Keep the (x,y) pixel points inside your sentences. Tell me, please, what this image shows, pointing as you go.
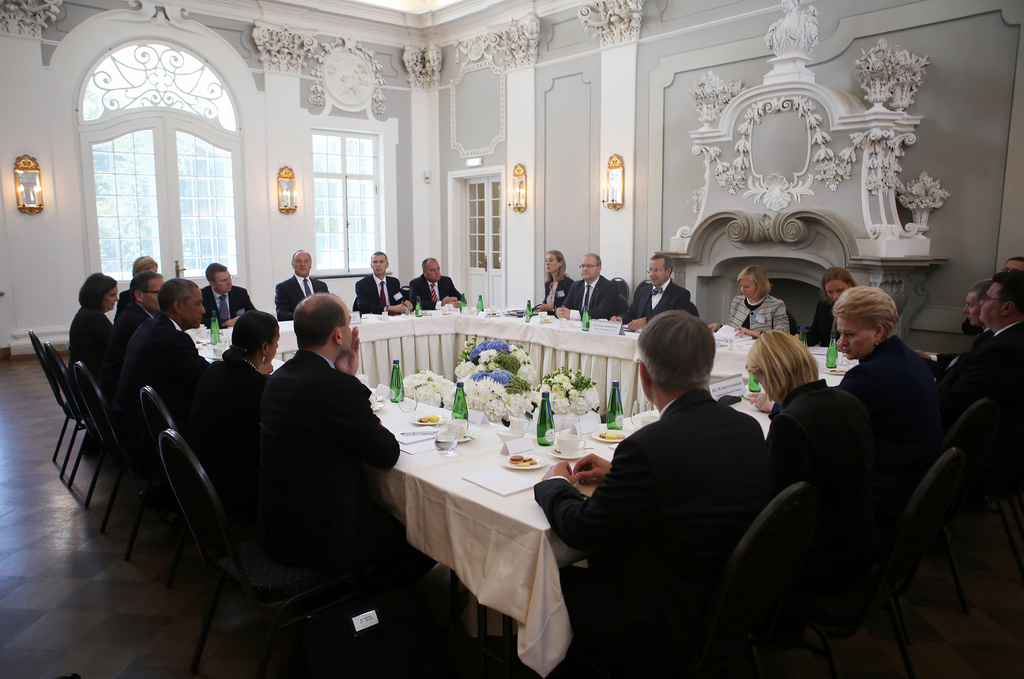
In the image there is a rectangular table (470,500), many people (391,311) were sitting in front of that table (522,492) and on the table (397,408) there are bottles (542,426), snacks (531,463) and some other items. At the center of the table (486,323) there is a beautiful flower bouquet (462,370). In the background (876,100) there is a wall (705,126) and there are beautiful carvings (421,74) done to the wall (742,133). There are some doors (200,196) in between the wall (34,244).
